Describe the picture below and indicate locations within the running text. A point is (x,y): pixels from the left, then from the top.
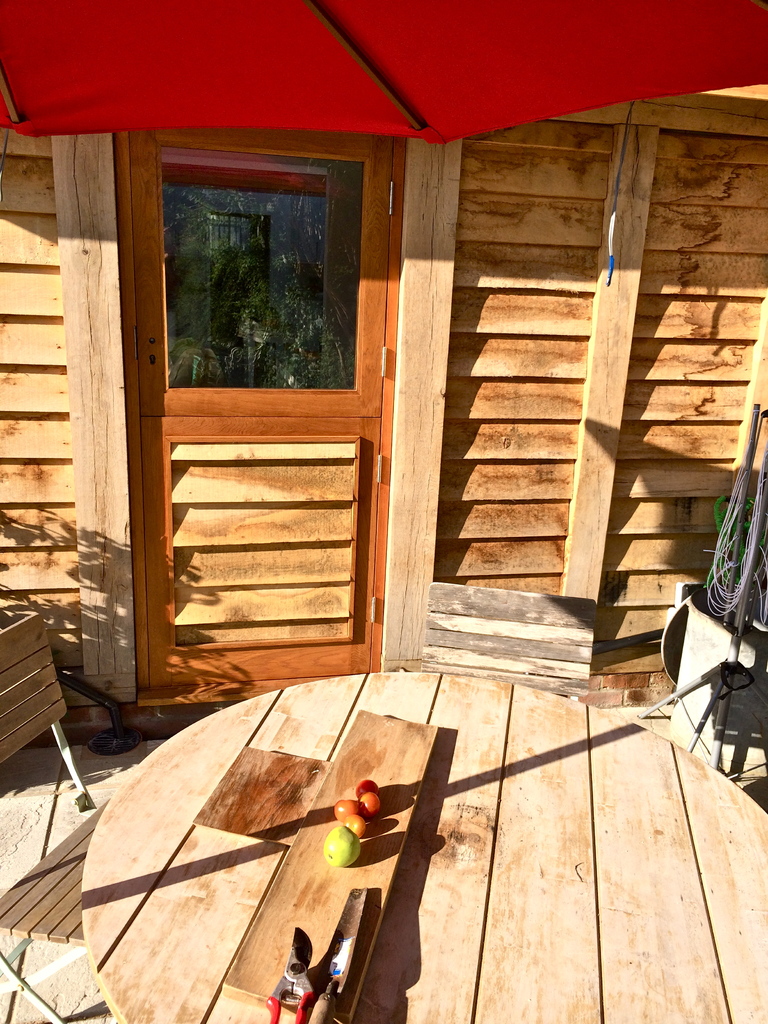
In the center of the image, we can see tomatoes (346,804) and an apple (336,834) and some other objects (343,892) on the table (495,934). In the background (208,232), there is a door (134,292) and we can see a wooden wall (471,389) and some other objects (739,604) and a chair (20,671). At the top (163,59), there is a parasol (352,60).
